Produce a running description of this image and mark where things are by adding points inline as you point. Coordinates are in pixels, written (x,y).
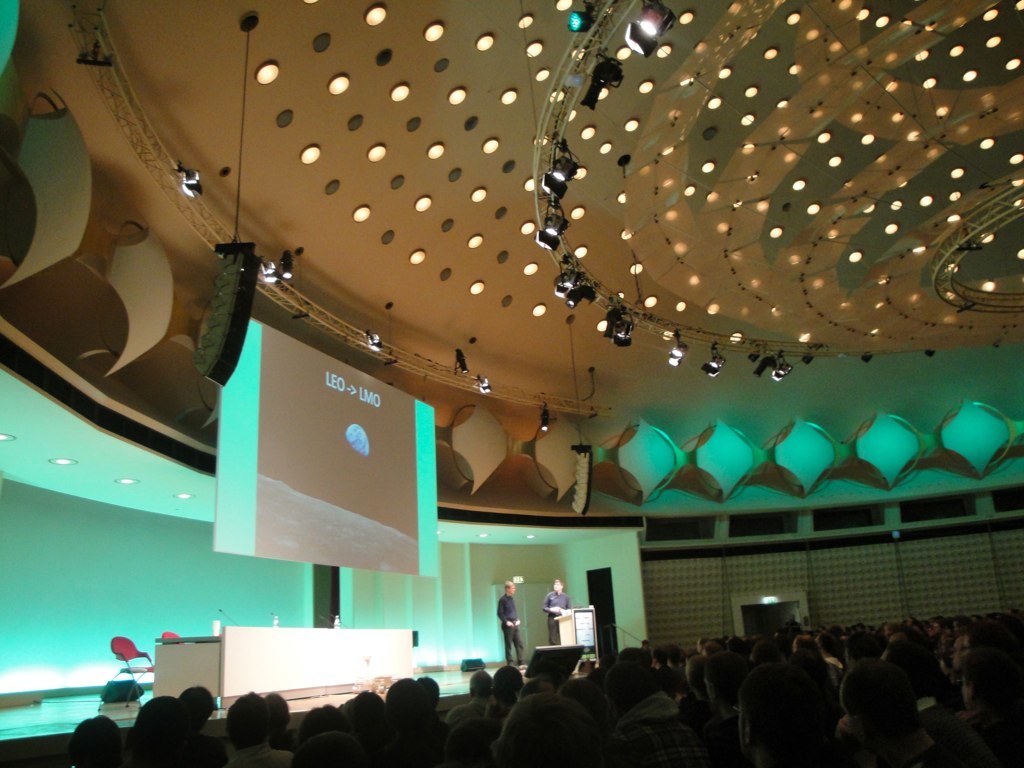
In this image there is an auditorium (737,24), in that people (842,734) are sitting on chairs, in front there is a table (263,636) on that table (171,656) there are bottles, behind the table (170,658) there are chairs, and there are two persons (512,628) standing on a stage (497,664) near a podium (567,635) and there is a monitor (241,468) on the top (219,253) there are lights (264,268) and a speaker (244,295).
